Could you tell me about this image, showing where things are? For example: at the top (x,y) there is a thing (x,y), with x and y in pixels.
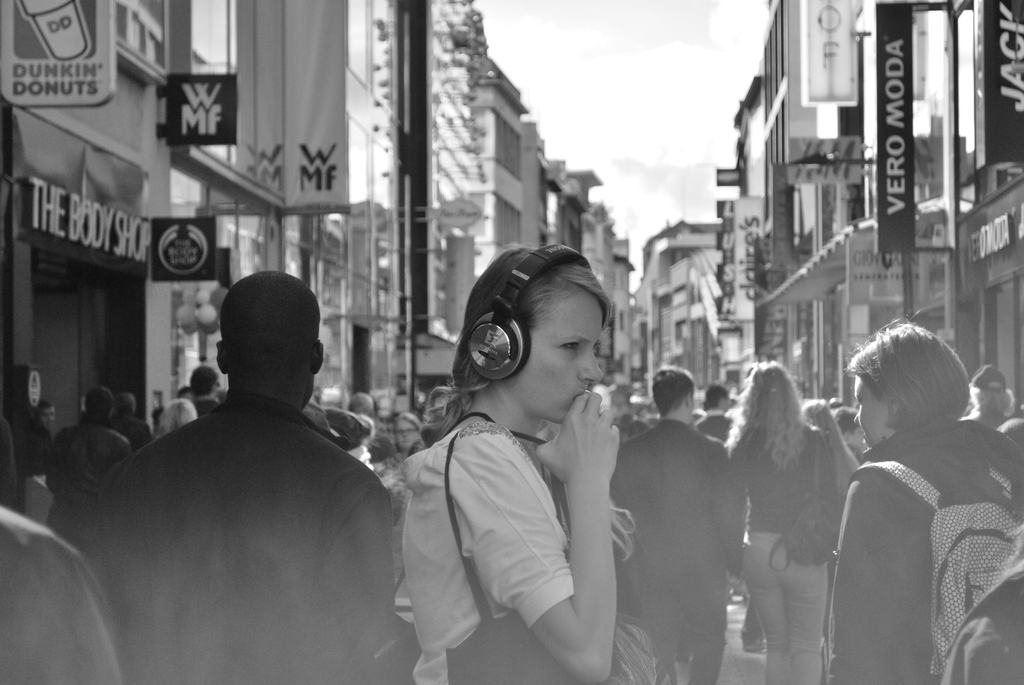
In the picture we can see many people (873,559) are walking on the road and some people (871,539) are standing and on the either sides of the road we can see buildings (841,343) with some hoardings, boards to it and in the background (641,306), we can see some buildings (646,318) and on the top of it we can see the part of the sky (765,31).
